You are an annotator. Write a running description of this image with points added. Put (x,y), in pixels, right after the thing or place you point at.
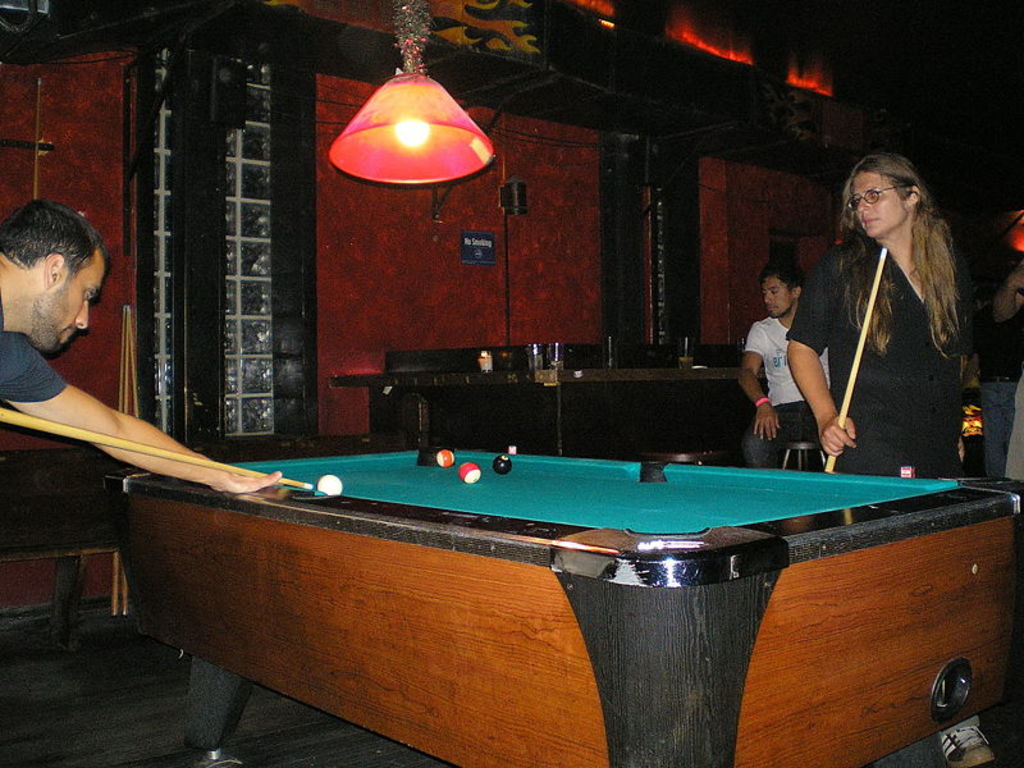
There is a man (84,313) and a woman (906,323) playing a game on the table (449,494) with the sticks (859,351), standing on opposite side of the table (654,506). There is a light (408,134) above the table (710,543). In the background (766,329) there is a man (765,358) sitting on the stool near the table (572,375) and there is a wall (548,251) here.
